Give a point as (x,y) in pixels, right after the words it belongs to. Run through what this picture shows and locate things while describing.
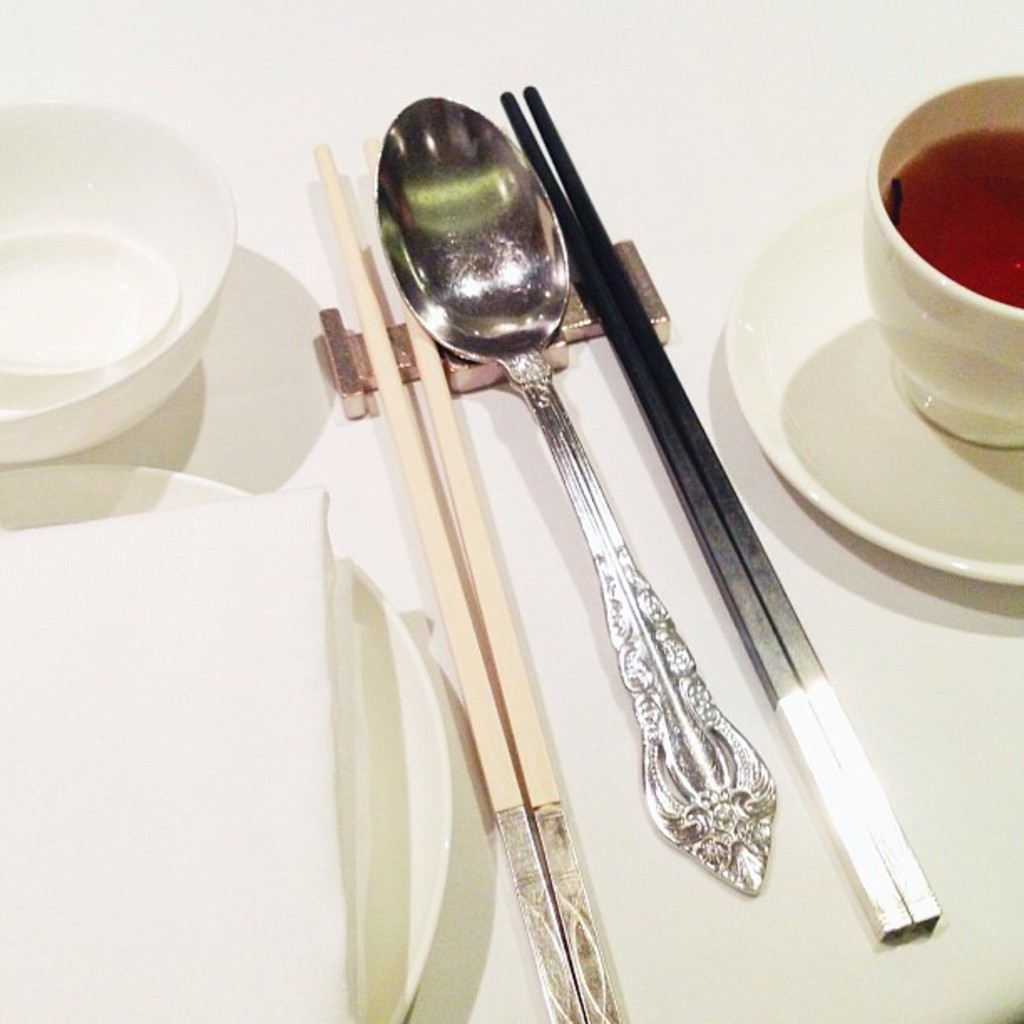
In the image we can see there is a table (899,600) on which there are chopsticks (488,525), spoon (467,155) and in a cup (916,274) there is a tea (962,272).
